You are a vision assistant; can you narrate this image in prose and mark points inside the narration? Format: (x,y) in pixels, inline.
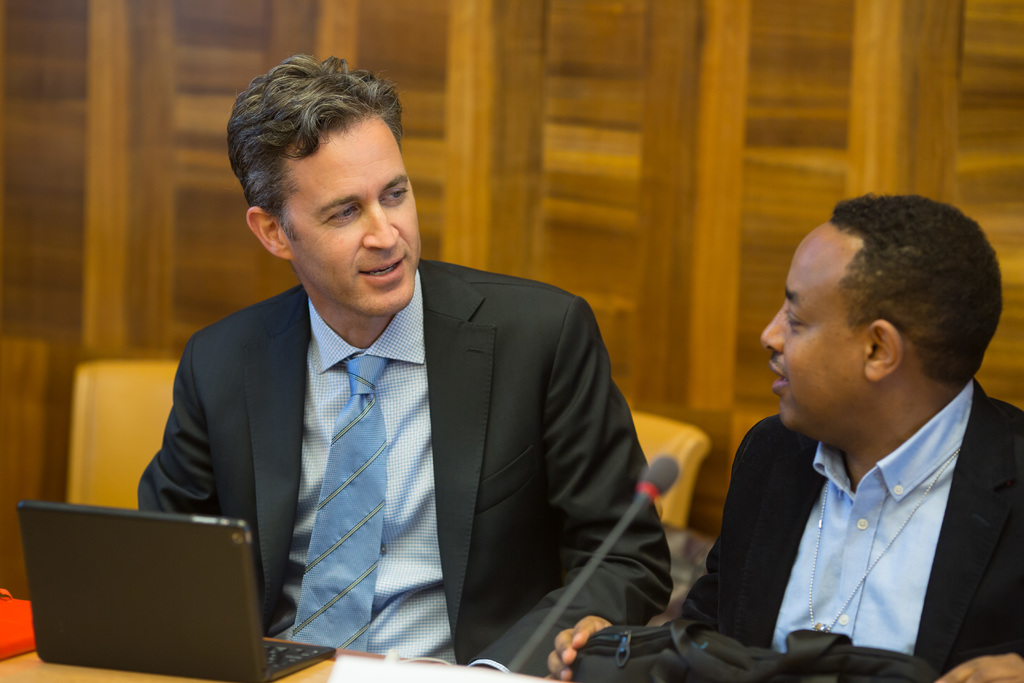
In this image there are people (596,526), there is mike (655,480), there is a table (23,672) with objects (215,644) on it in the foreground (652,568). There are chairs (658,426) and it looks like a wooden object (702,131) in the background (512,135).
